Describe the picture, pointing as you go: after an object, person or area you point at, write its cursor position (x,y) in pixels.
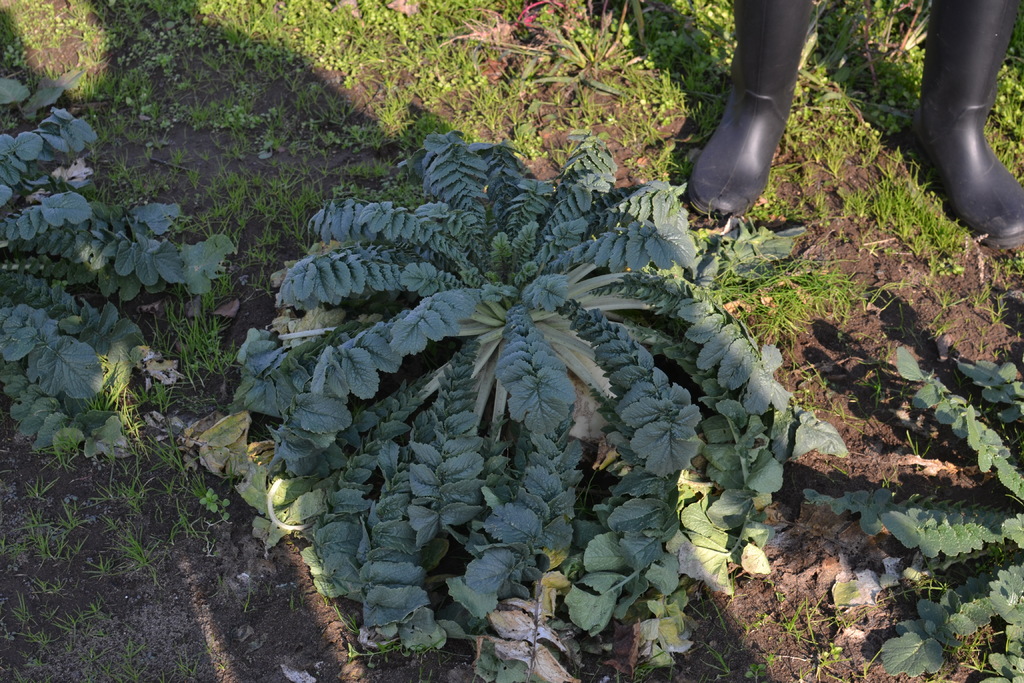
In this image we can see a pair of boots (727,113) on the ground (229,286), shrubs (575,295) and grass (378,103).
